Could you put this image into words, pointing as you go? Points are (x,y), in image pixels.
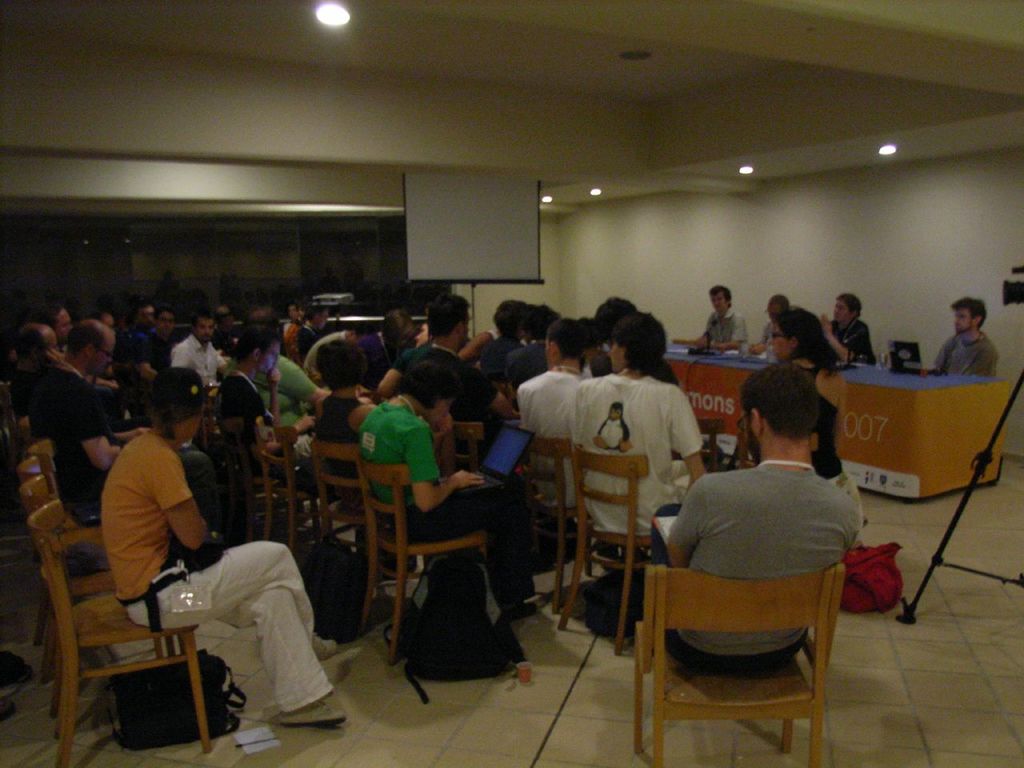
people (106,401) are sitting on the chairs (532,445). at the right corner (836,342) people (735,331) are sitting. at the back (495,210) there is a projector display (458,232) and at the top (340,12) there are lights (328,19).
